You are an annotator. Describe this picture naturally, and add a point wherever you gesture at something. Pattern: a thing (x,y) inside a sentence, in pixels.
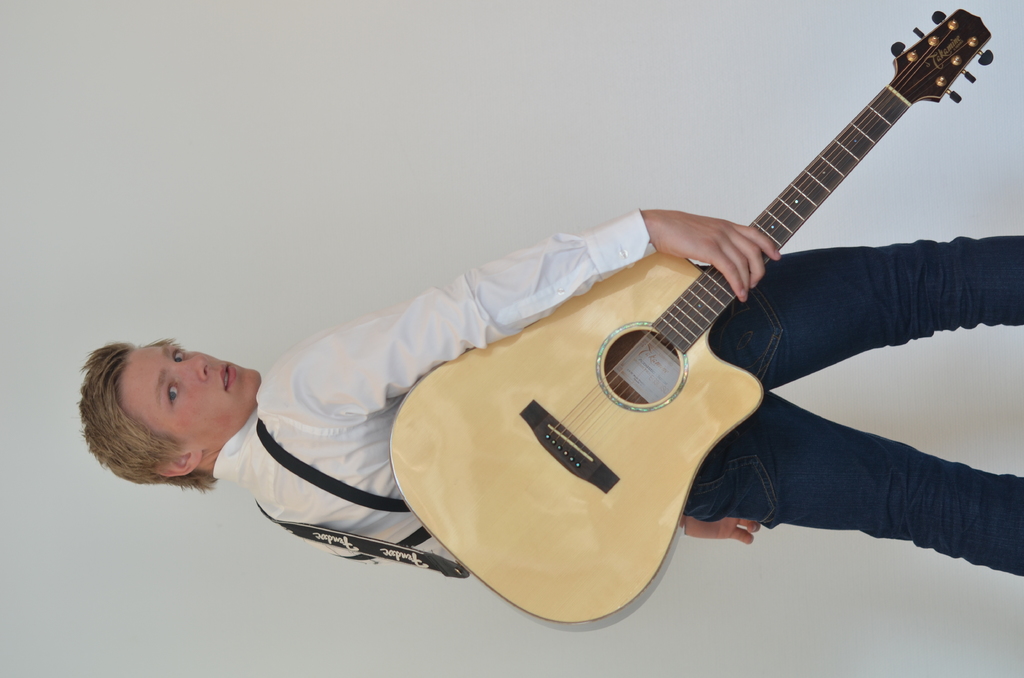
In this image there is one person (294,431) who is standing and he is holding a guitar (687,339). On the background (277,137) there is a wall (59,207).
